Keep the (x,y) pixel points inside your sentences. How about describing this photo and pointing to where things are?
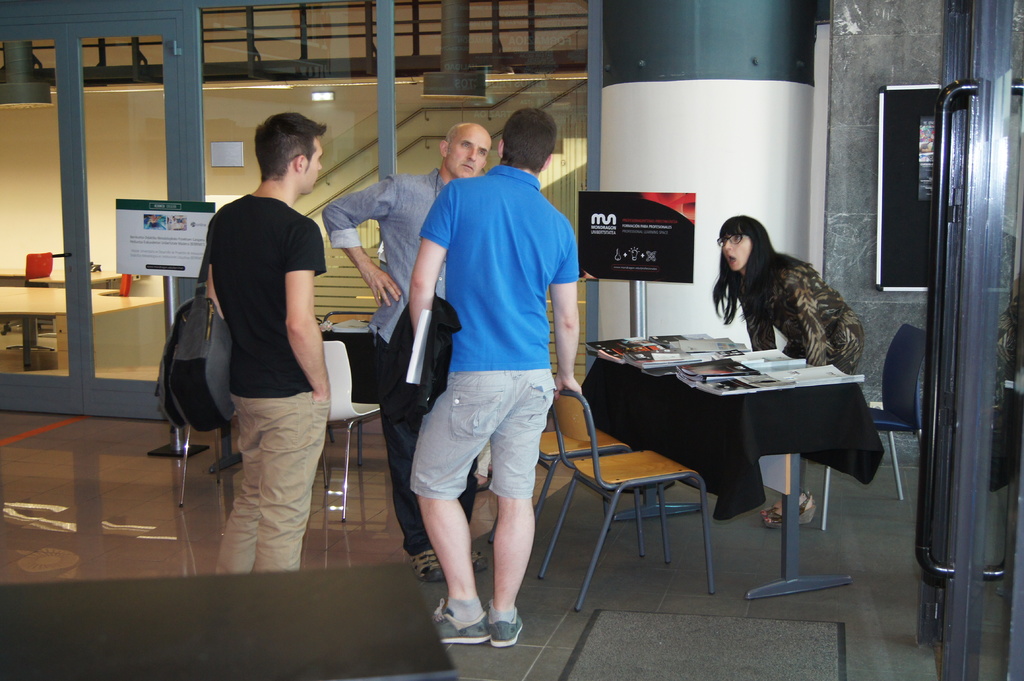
In this picture we can see three men (370,327) and one woman (759,282) standing and this two are looking at each other and in front of them on table (766,393) we have books (751,376), papers (716,393) and in background (359,161) we can see glass (425,117), banner (164,214), board (916,92).
